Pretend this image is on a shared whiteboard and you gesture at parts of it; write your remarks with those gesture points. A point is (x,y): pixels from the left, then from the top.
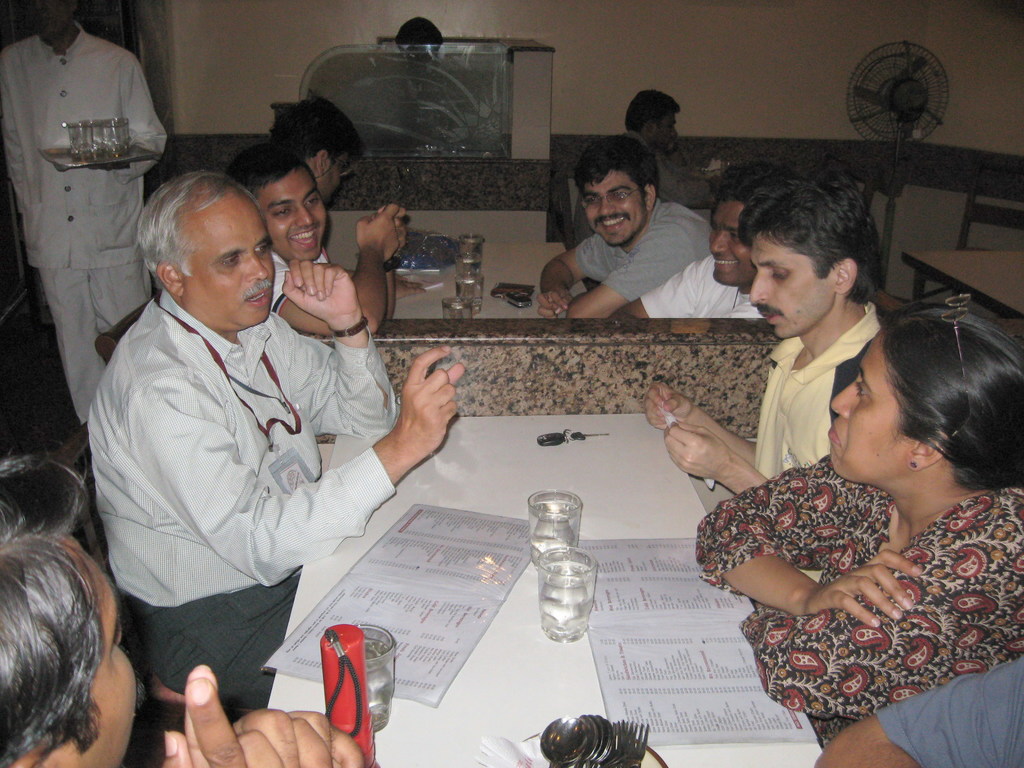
In this image we can see these people (87,690) are sitting on the chairs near the table (466,441). Here we can see menu cards (600,689), spoons (603,726) and forks (612,763), glasses (568,583) with water (560,580) and keys (551,438) are kept on the table (588,681). In the background (34,246), we can see a person (117,169) wearing white dress (89,170) is holding a plate (77,167) with glasses (74,145). Also, we can see table fan (886,95) and the wall (270,110).
